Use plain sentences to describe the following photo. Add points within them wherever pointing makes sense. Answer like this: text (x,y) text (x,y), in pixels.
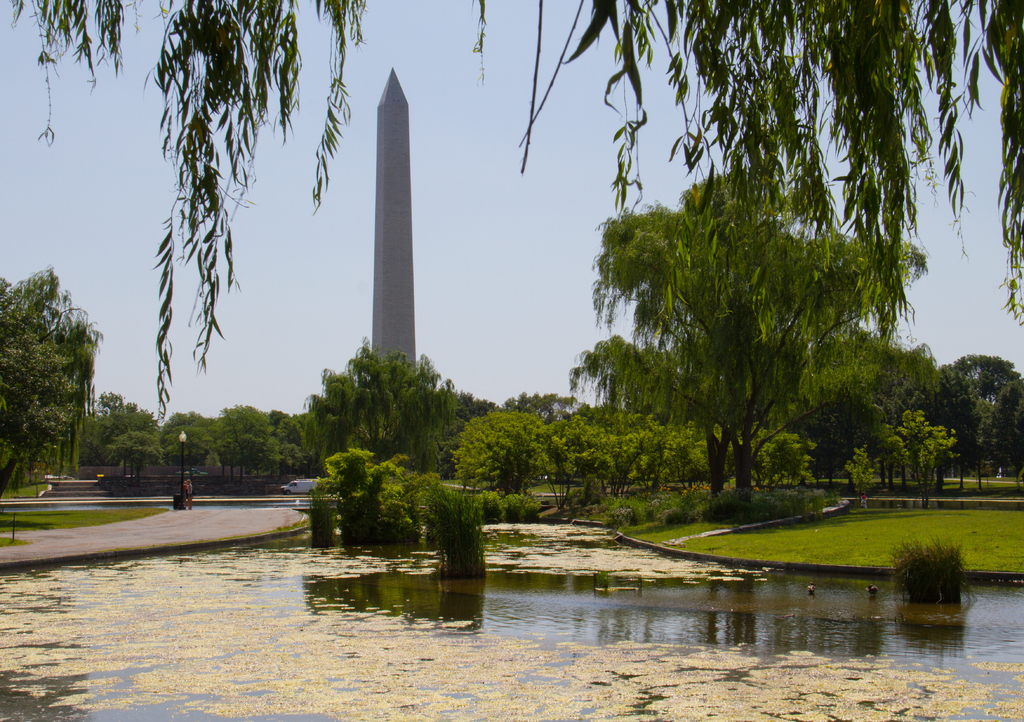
At the bottom of the image (440,642) there is water (591,611). In the background of the image (691,428) there are trees (351,387). There is a memorial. In the background of the image (456,258) there is sky (353,257). To the right side of the image (893,516) there is grass (867,523).
